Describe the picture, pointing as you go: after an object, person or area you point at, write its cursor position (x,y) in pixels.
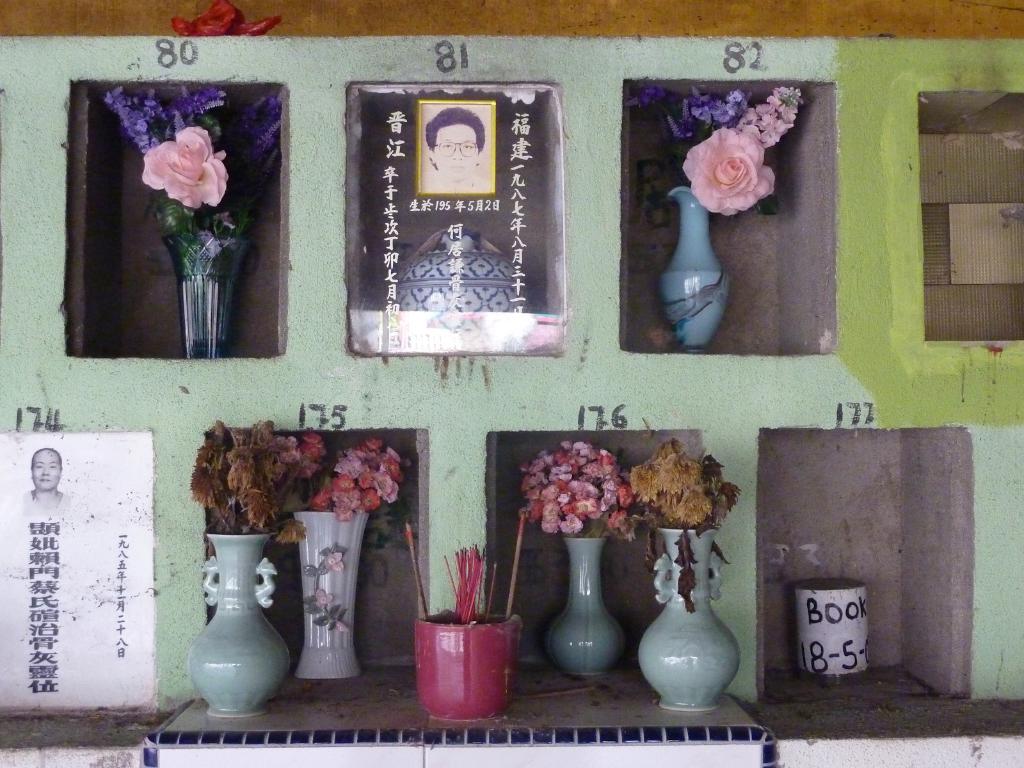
In this picture there are different flower vases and there are different flowers (208,437) in the flowers vases (280,647) and there is a photo (450,105) of a person (478,162) and there is a text (817,616) and there are numbers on the wall (724,602).
